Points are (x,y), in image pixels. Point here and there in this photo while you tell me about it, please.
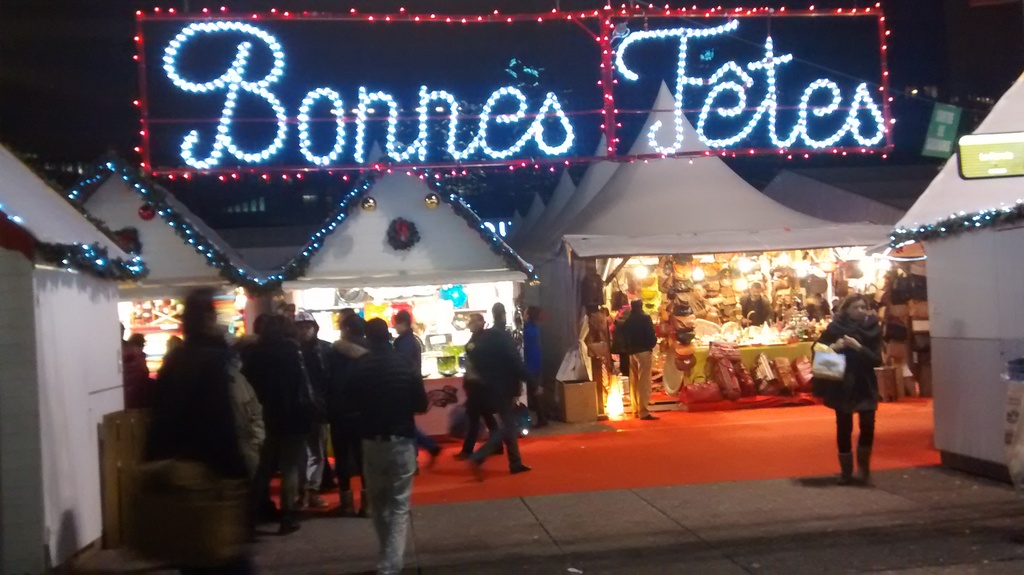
In this image we can see the stalls (387,267) with lights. And there are few people (406,398) walking on the ground (800,525) and a few people (495,397) walking on the carpet (787,445). We can see the lights (564,113) with text (339,117) and dark background (89,56).
